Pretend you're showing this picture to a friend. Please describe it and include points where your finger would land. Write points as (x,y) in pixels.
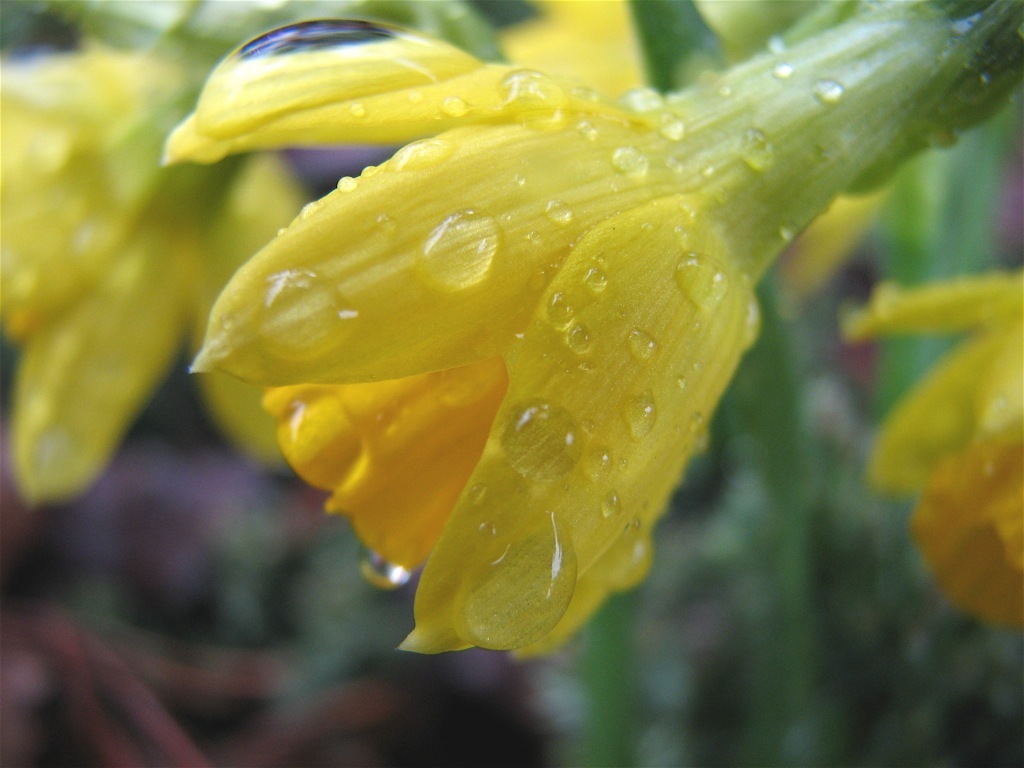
In this picture we can see yellow flowers (518,177) and in the background (909,342) we can see leaves (899,588) and it is blurry.
